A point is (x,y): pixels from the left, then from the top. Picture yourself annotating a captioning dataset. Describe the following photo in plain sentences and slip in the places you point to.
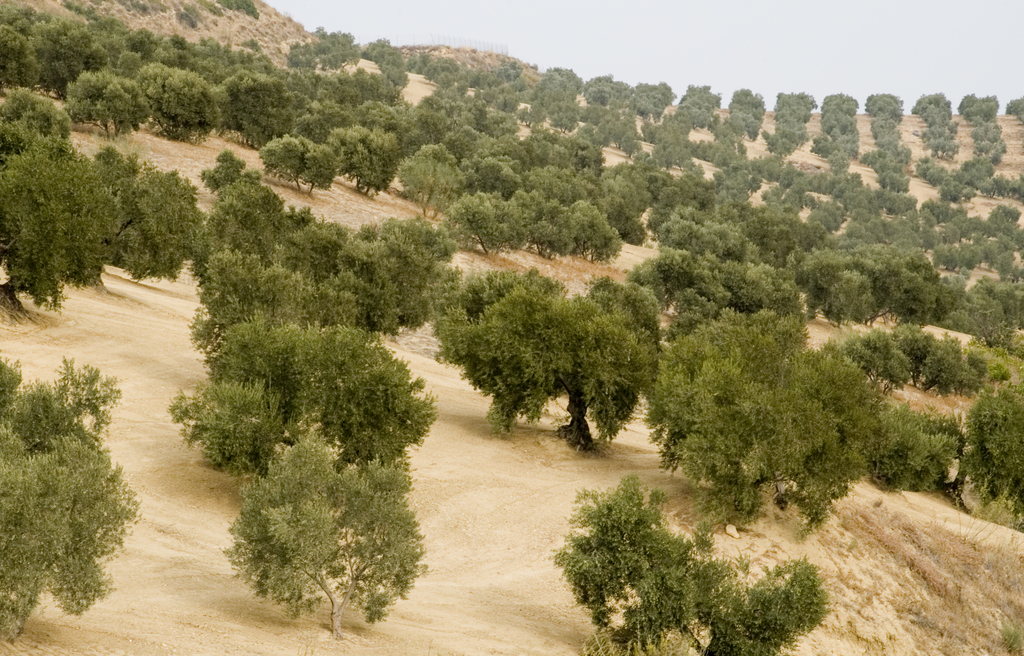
The picture might be taken on the top of a hill (15,344). In the picture we can see lot of trees (672,278) and grass (101,5). At the top (681,46) it is sky (637,69).
